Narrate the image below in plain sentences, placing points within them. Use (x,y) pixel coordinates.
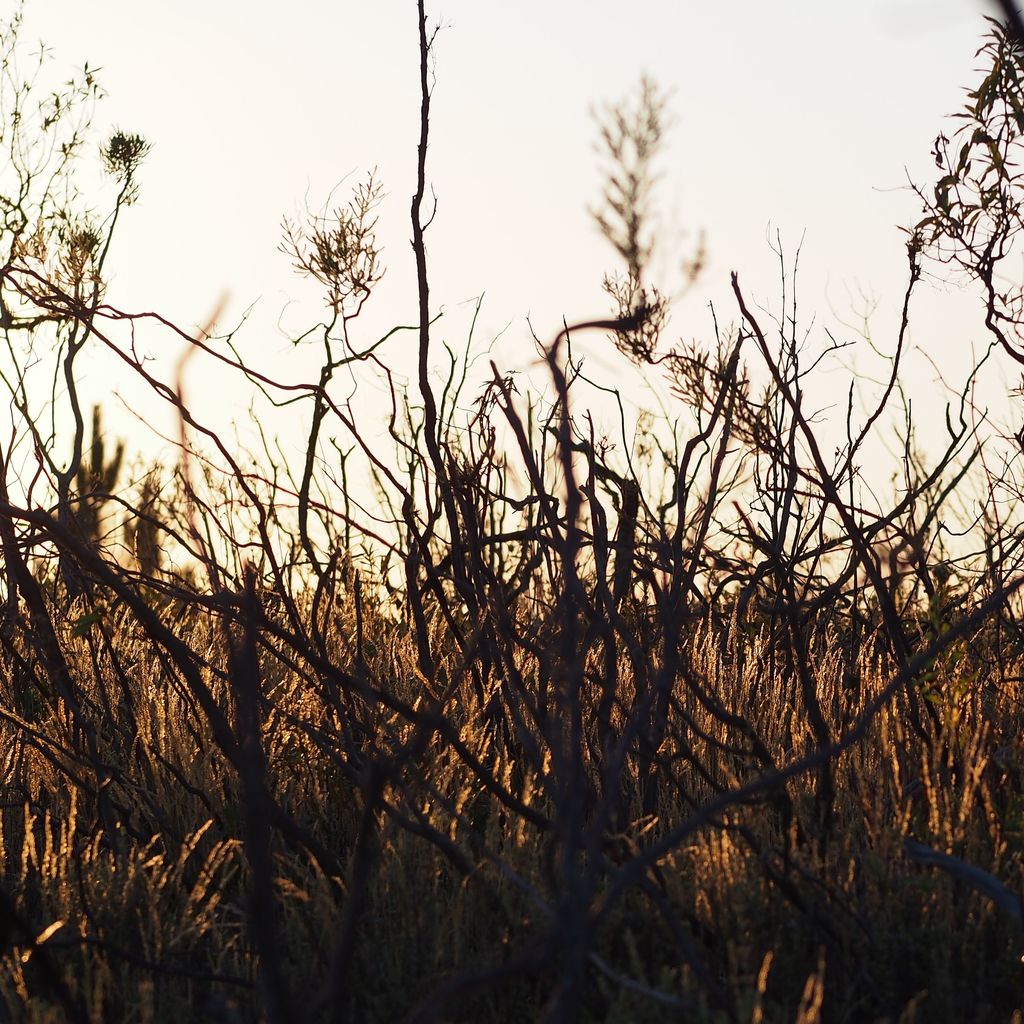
This image is taken outdoors. At the top of the image (350,170) there is a sky (724,126). At the bottom of the image (310,982) there is a ground (678,972) with grass (693,931) and a few plants (463,506) on it.
